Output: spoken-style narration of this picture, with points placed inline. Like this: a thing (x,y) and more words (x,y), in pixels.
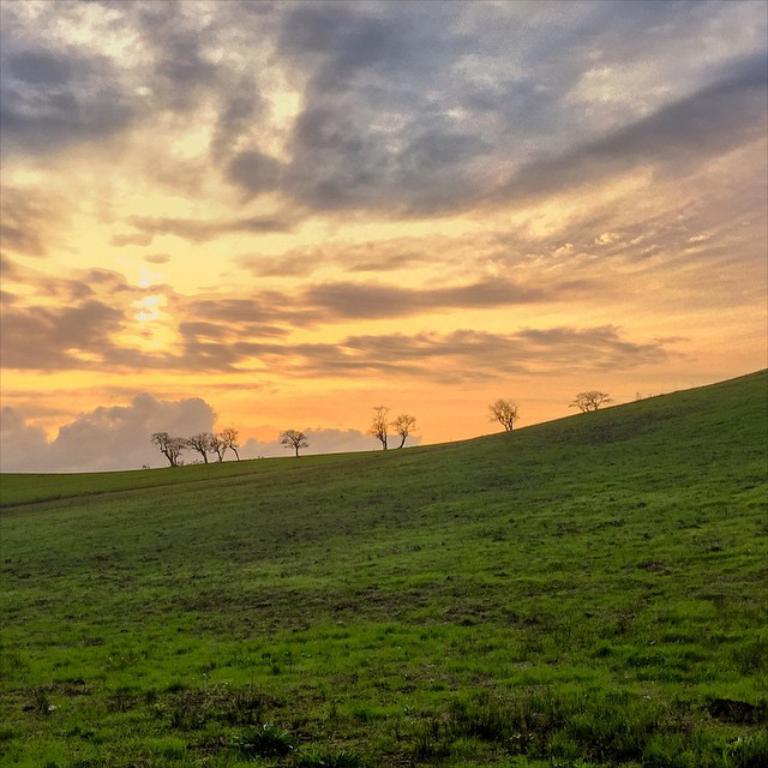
In this picture I can see grass (459,582) on the ground (233,520) and few trees (194,449) in the back (169,451) and a cloudy sky (291,209).
